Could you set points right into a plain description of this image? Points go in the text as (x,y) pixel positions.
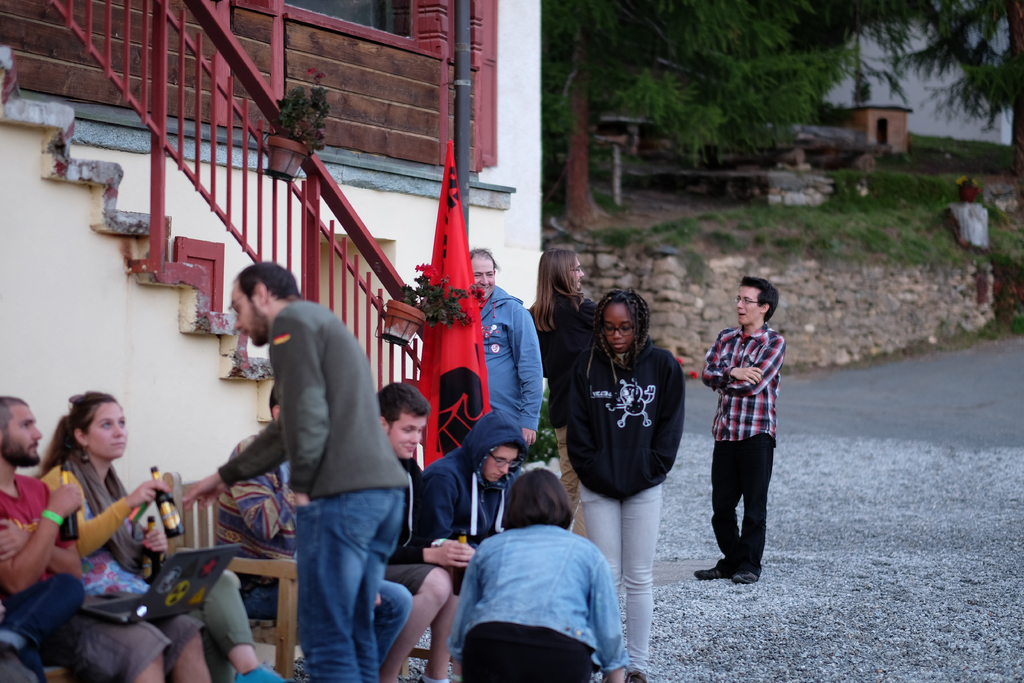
In this picture we can see there is a group of people (385,469) and some people (158,546) holding their bottles (74,523). Behind the people (282,447), there is a staircase (274,114), pole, building (288,89) and there are plants (284,124) in the pots (280,142). On the right side of the building (420,33) there are trees (656,75) and an architecture (887,130).
